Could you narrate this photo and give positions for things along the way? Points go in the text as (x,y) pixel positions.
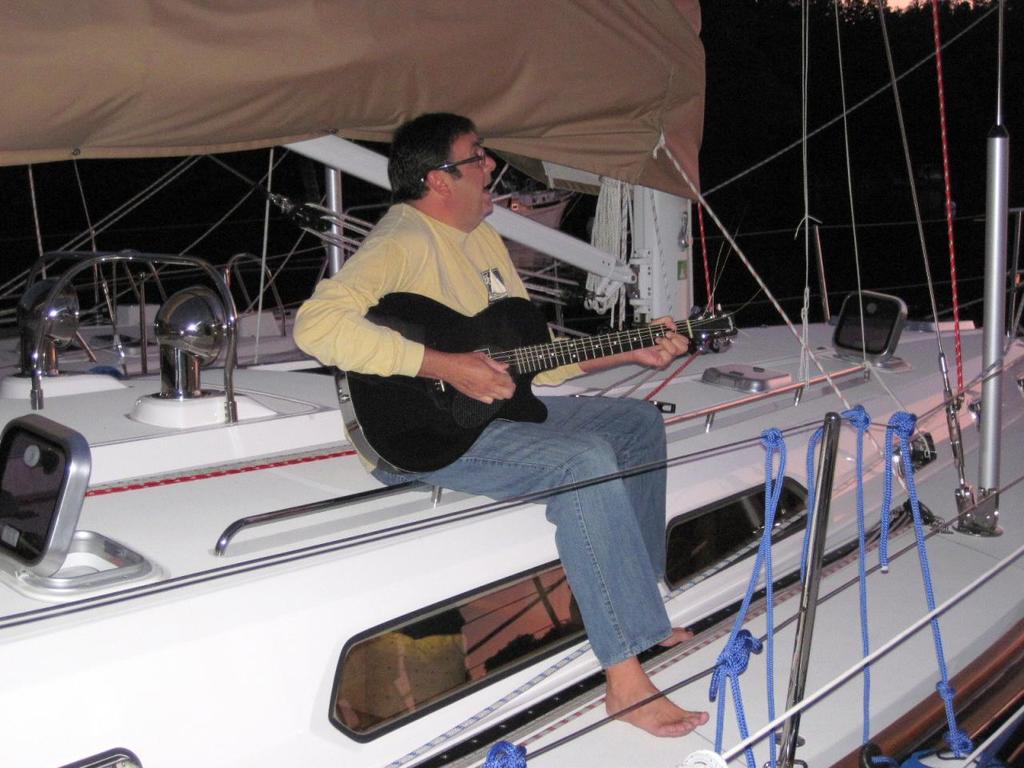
In this picture one person (596,546) is sitting on a boat (510,555) and he is playing a guitar (392,419).
